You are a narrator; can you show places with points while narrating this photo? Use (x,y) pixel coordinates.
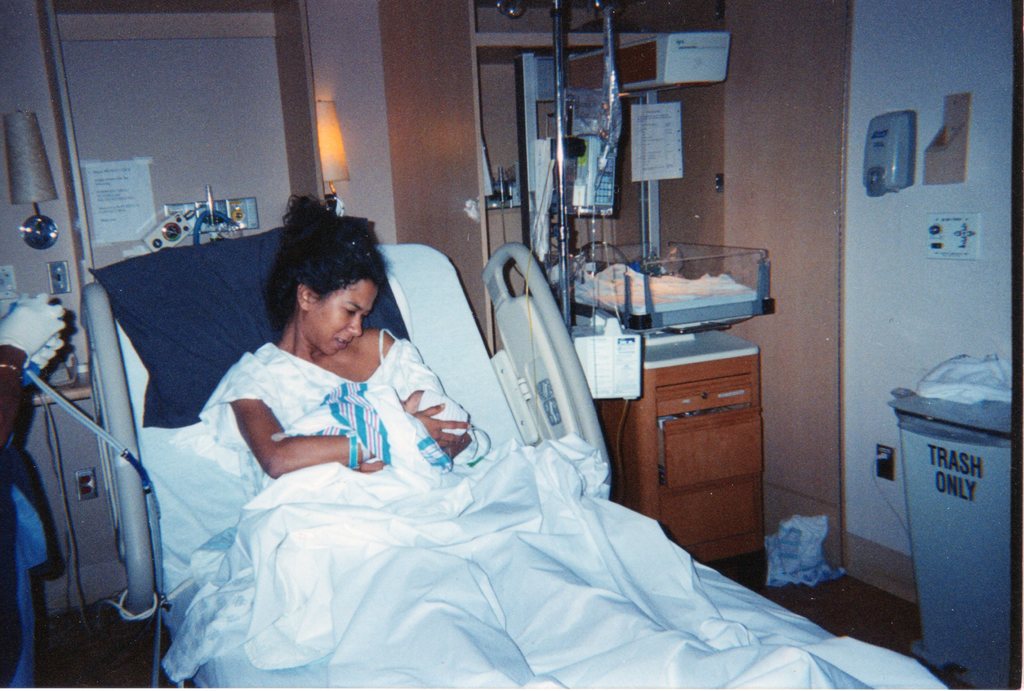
In this image we can see a lady (313,228) sitting on the bed (423,575) and holding a baby (371,431). On the right (980,561) there is a bin (976,533). In the background (635,465) there is a stand (642,336) and we can see some objects (688,270) placed on the stand (687,465). On the left (22,585) there is a person (24,570). In the background (58,576) there is a wall (293,124) and we can see lights (339,140). There are papers (105,227).
